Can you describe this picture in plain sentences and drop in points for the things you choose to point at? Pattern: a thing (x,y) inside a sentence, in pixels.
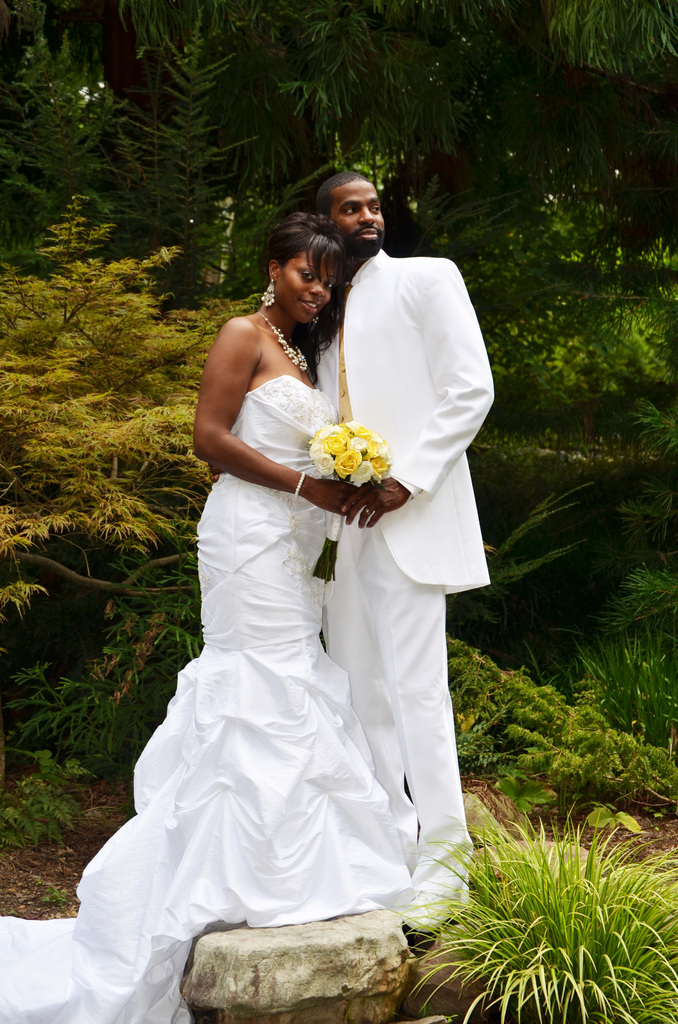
This image consists of two persons (368,648) wearing white dress (221,544). They are holding a bouquet (363,454). At the bottom (370,1000), there is a rock (368,941). In the background (173,367), there are trees (165,327) and plants (543,704).
